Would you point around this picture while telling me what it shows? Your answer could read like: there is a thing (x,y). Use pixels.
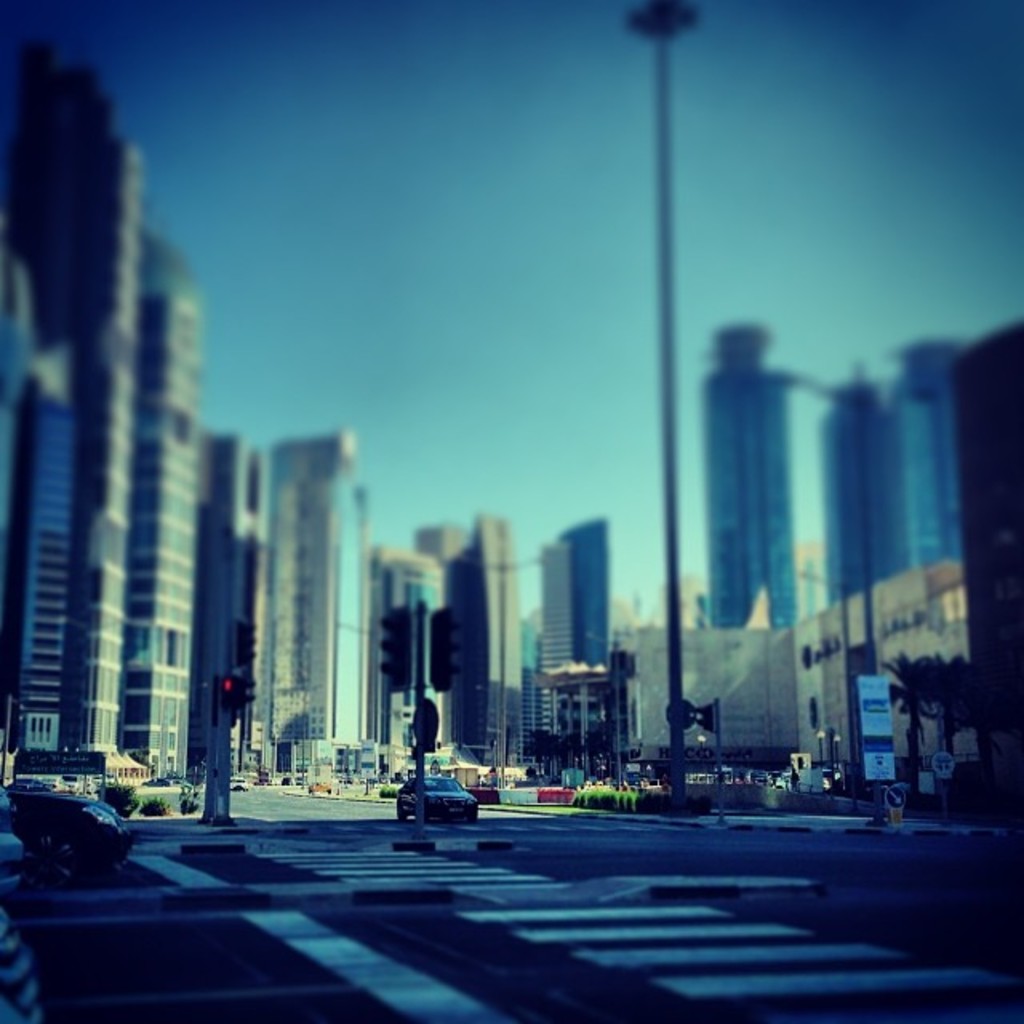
In this image we can see sky (463,303), buildings (446,575), sign boards (860,695), trees (928,679), shrubs (623,805), traffic poles (209,618), traffic signals (245,664) and motor vehicles (114,826) on the road (588,917).
